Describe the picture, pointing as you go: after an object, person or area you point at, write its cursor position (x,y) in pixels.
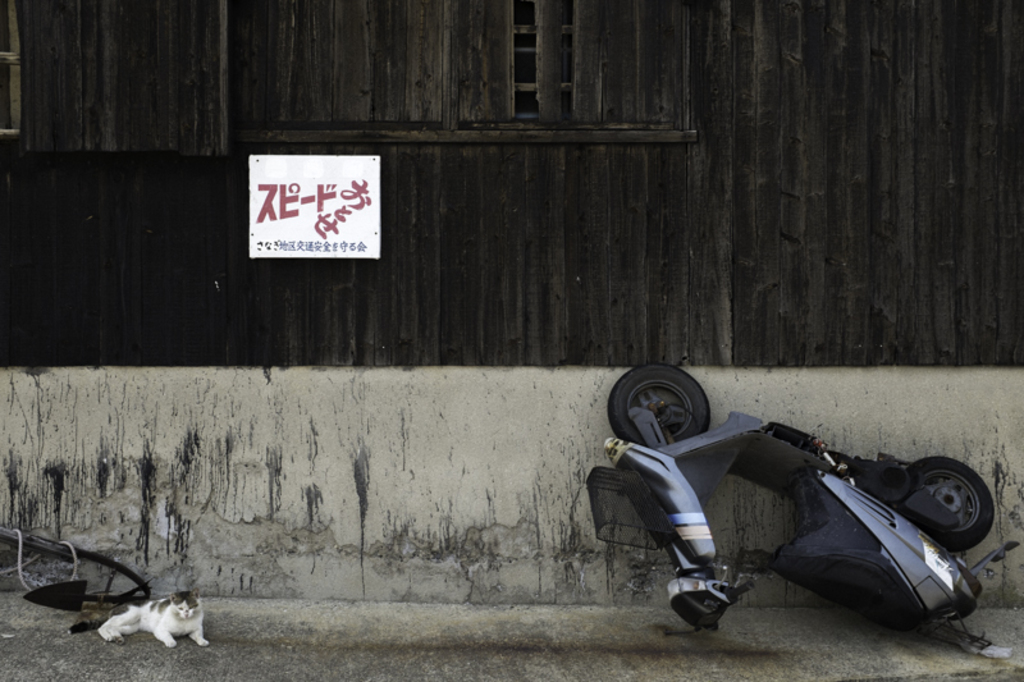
In this image we can see a scooter (842,533) on the right side (691,537). On the left side (169,619) there is a cat (157,618) and some other object (66,587). In the back (140,484) there is a wall (251,423) with wooden pieces (547,270). Also there is a board (297,208) with something written on the wall (113,357).
